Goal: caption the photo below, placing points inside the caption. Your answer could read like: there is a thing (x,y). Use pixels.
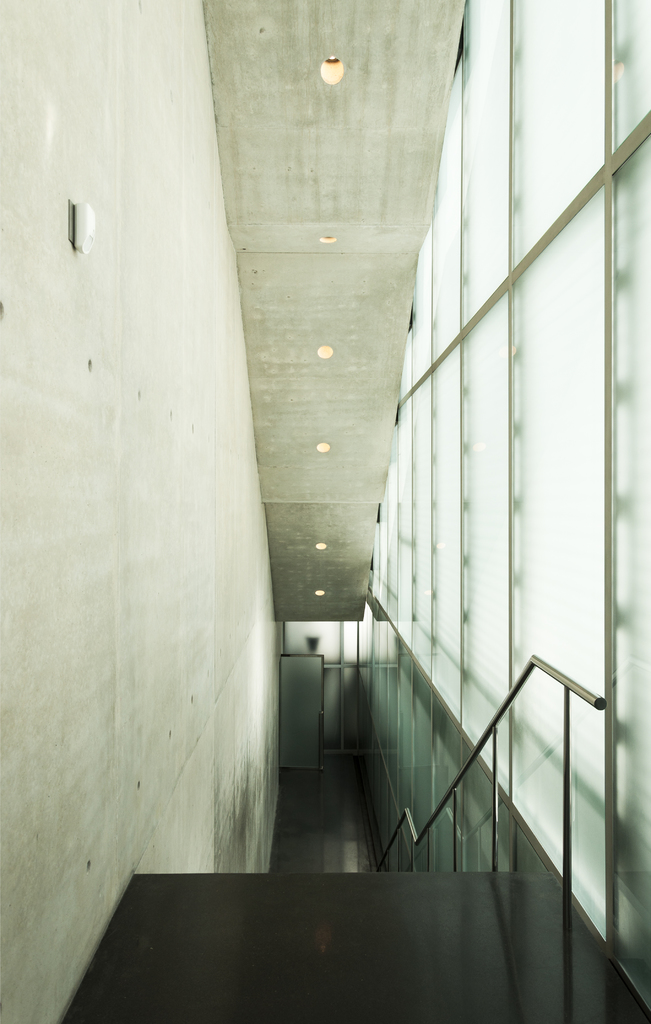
In this image there are stairs (359,906) and a wall (234,679). In the center (302,657) there is a door (311,766). At the top (323,67) there are lights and we can see a railing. On the right (520,493) there is a glass (503,431).
